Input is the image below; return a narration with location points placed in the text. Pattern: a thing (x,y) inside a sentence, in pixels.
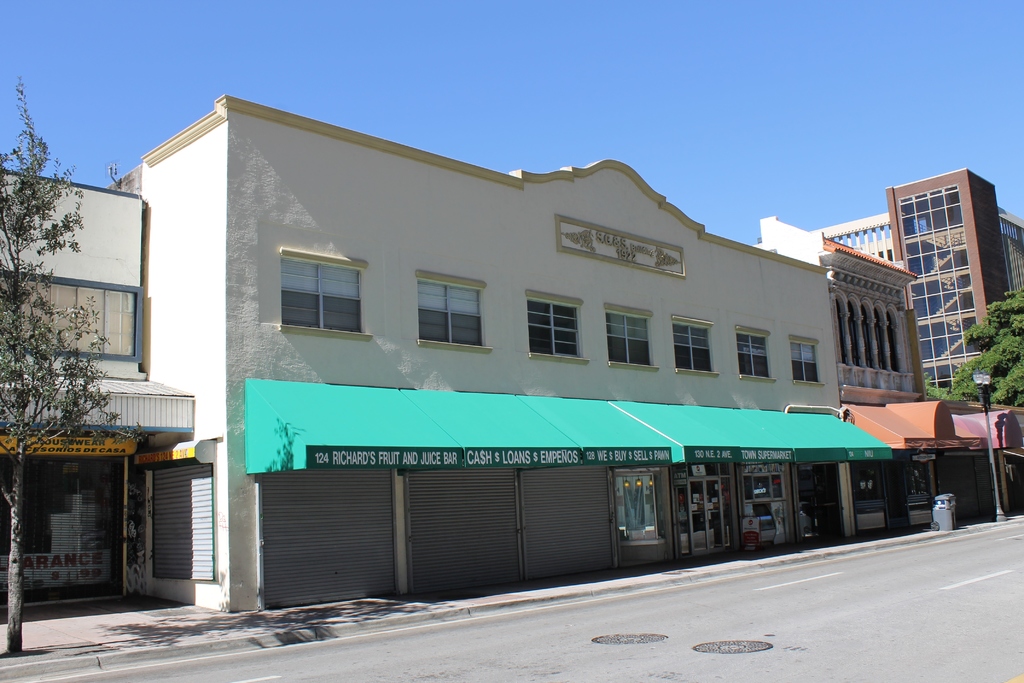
This picture shows few buildings (462,232) and trees (975,366) and a pole light (990,392) on the sidewalk (3,651) and we see a dustbin (942,499) and blue sky (652,91).
